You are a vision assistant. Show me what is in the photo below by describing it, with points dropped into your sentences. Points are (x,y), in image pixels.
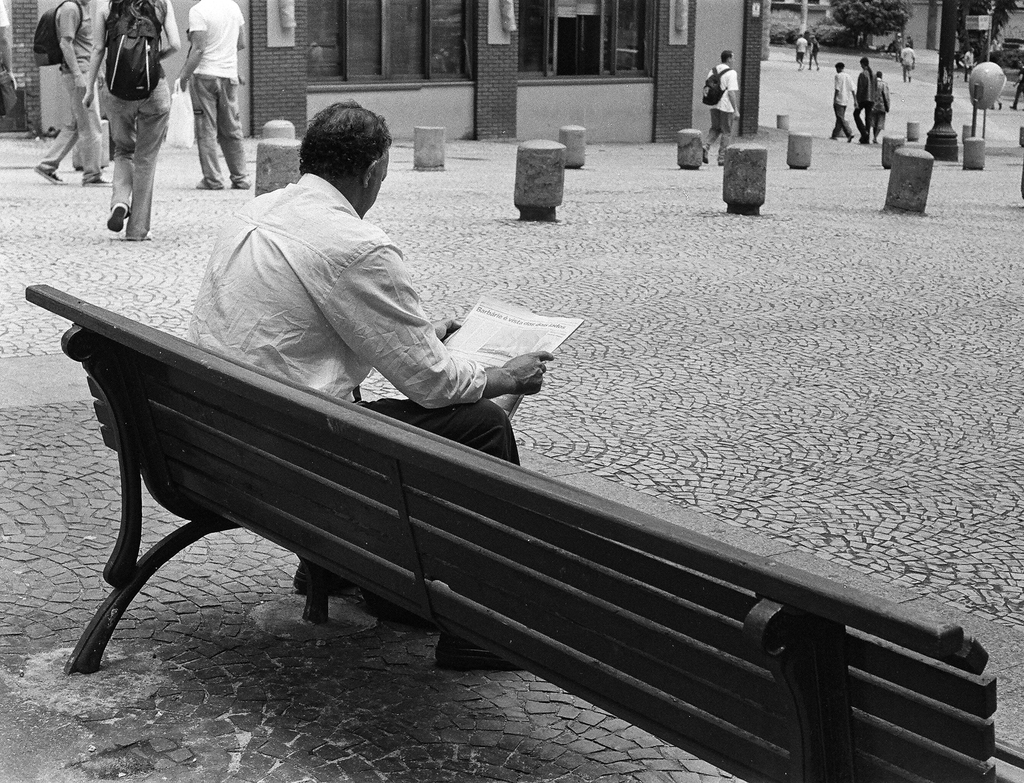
In this image we can see a person (293,341) sitting on the bench (380,488) while reading news paper (501,340). In the background (205,128) we can see people (86,159) walking on road (768,113), buildings (555,72) and trees (880,19).
